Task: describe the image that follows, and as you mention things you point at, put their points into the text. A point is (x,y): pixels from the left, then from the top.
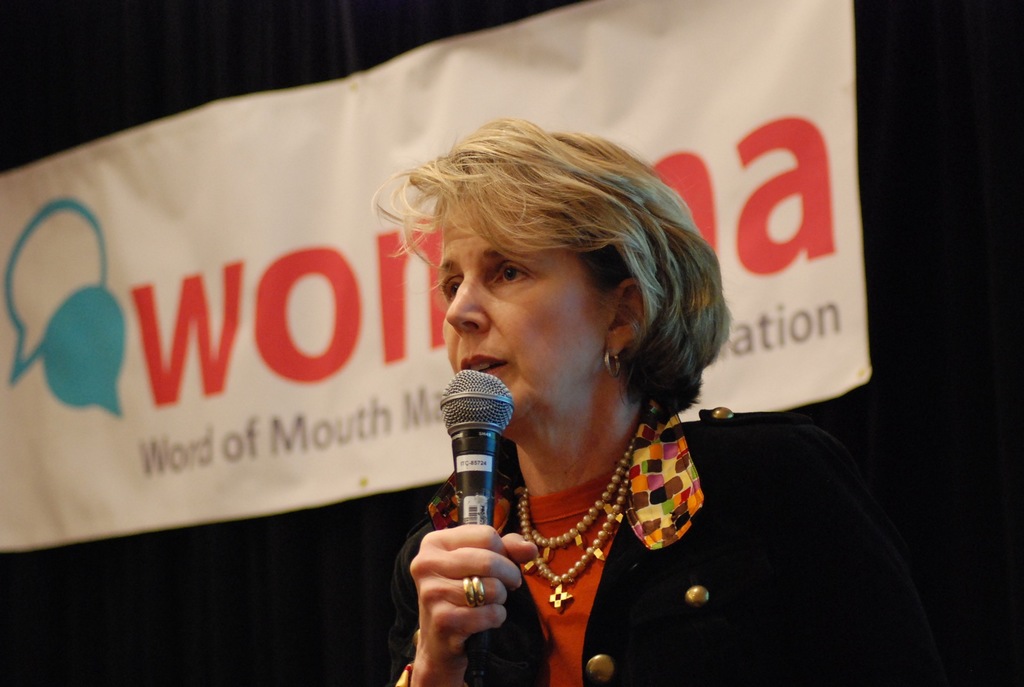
In this picture I can see a woman (553,401) in front (752,462) who is holding a mic (486,511) and I see 2 necklaces (588,520) around her neck (566,485) and behind her I can see a banner (704,109) on which there words (392,250) written. In the background (314,68) I see that it is dark.
